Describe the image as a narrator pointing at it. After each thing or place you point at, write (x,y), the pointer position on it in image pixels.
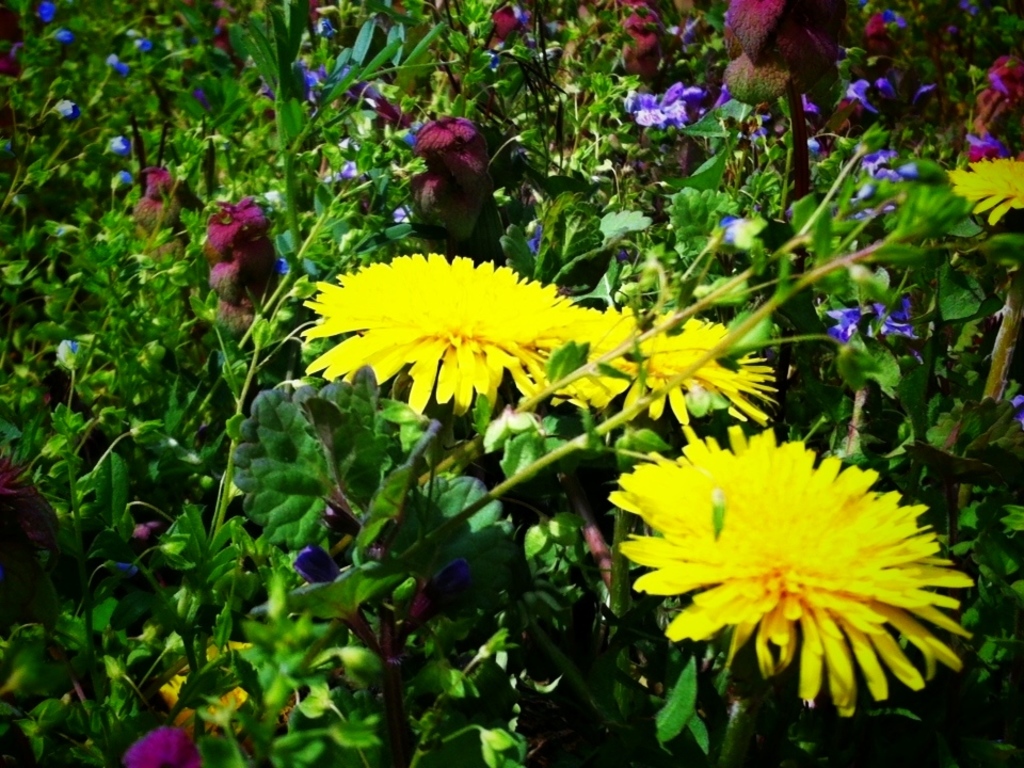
In the picture I can see yellow color flowers (738,579), blue and maroon color flowers (151,761) of the plants (257,371).
